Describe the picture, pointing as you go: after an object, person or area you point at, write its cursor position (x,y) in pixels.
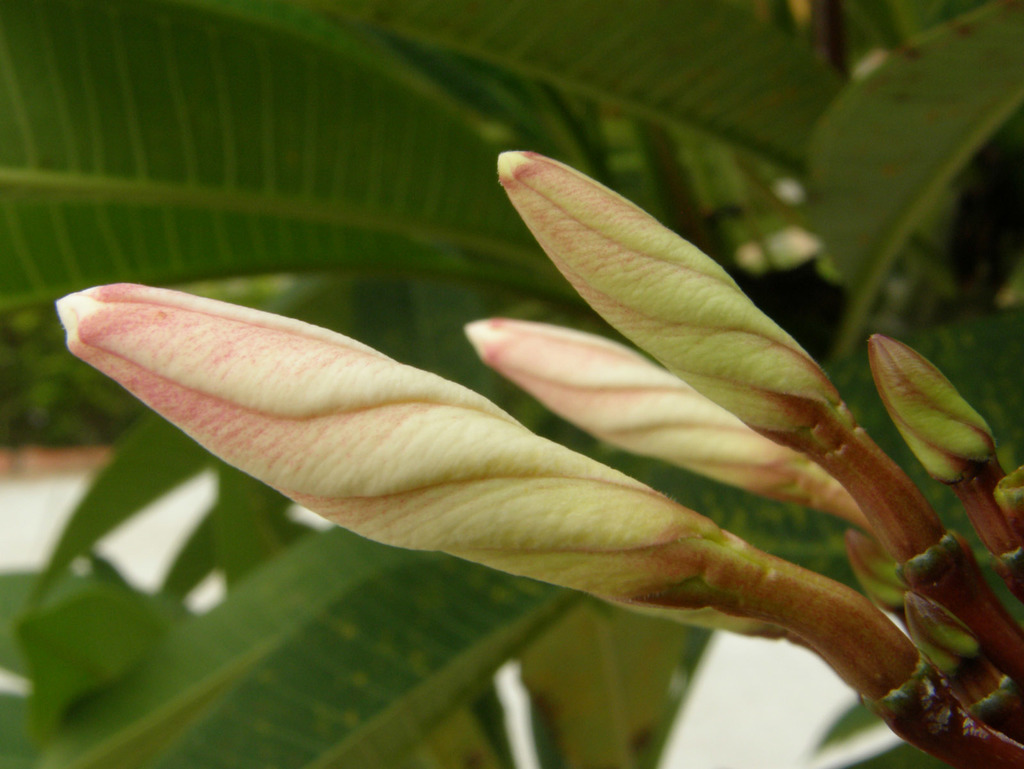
In the picture we can see a plant (1022,628) with some flower buds (954,435) and behind it we can see some leaves (323,690).
